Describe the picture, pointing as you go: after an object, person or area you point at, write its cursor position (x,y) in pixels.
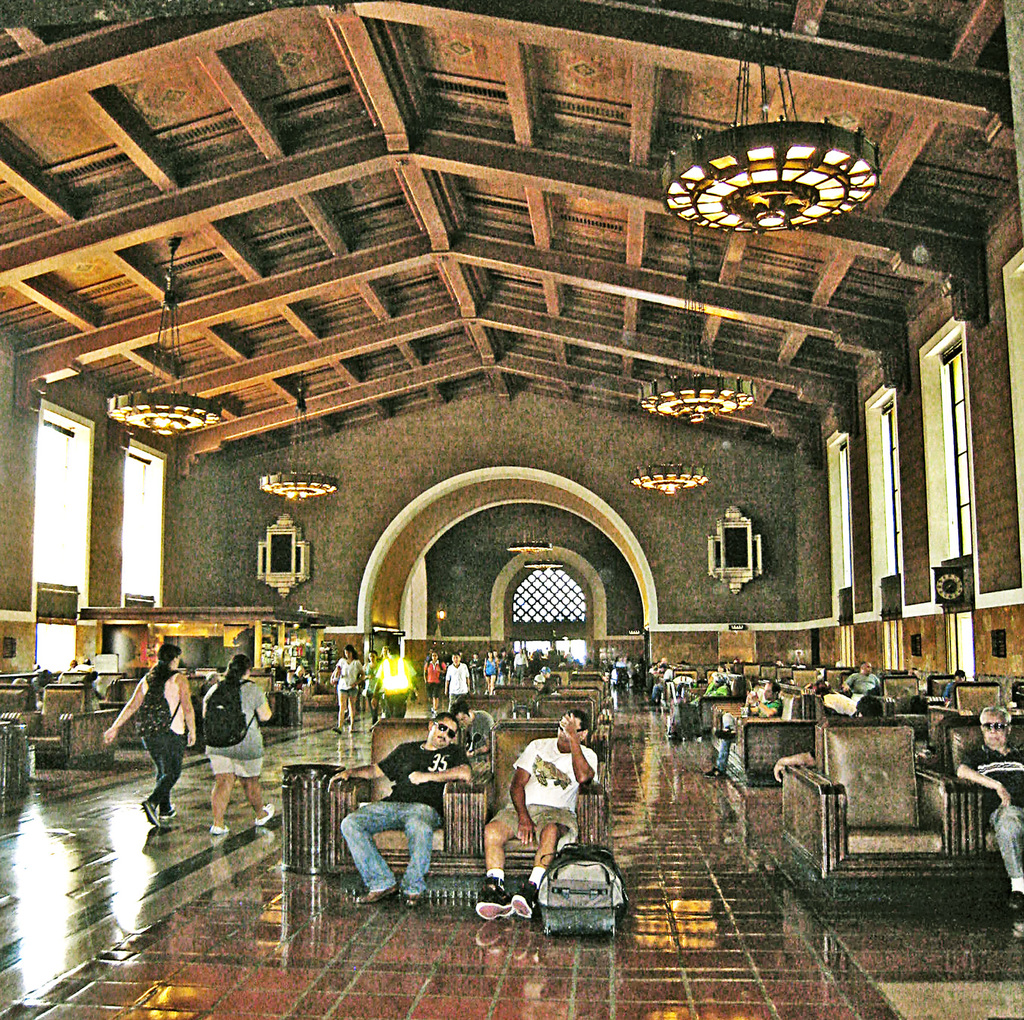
In this image we can see people (239,772) walking and some of them are sitting. There are chairs (436,848) and we can see doors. In the background (476,437) there is a wall (464,480) and we can see windows (92,470). At the top (823,199) we can see chandeliers (653,395).
